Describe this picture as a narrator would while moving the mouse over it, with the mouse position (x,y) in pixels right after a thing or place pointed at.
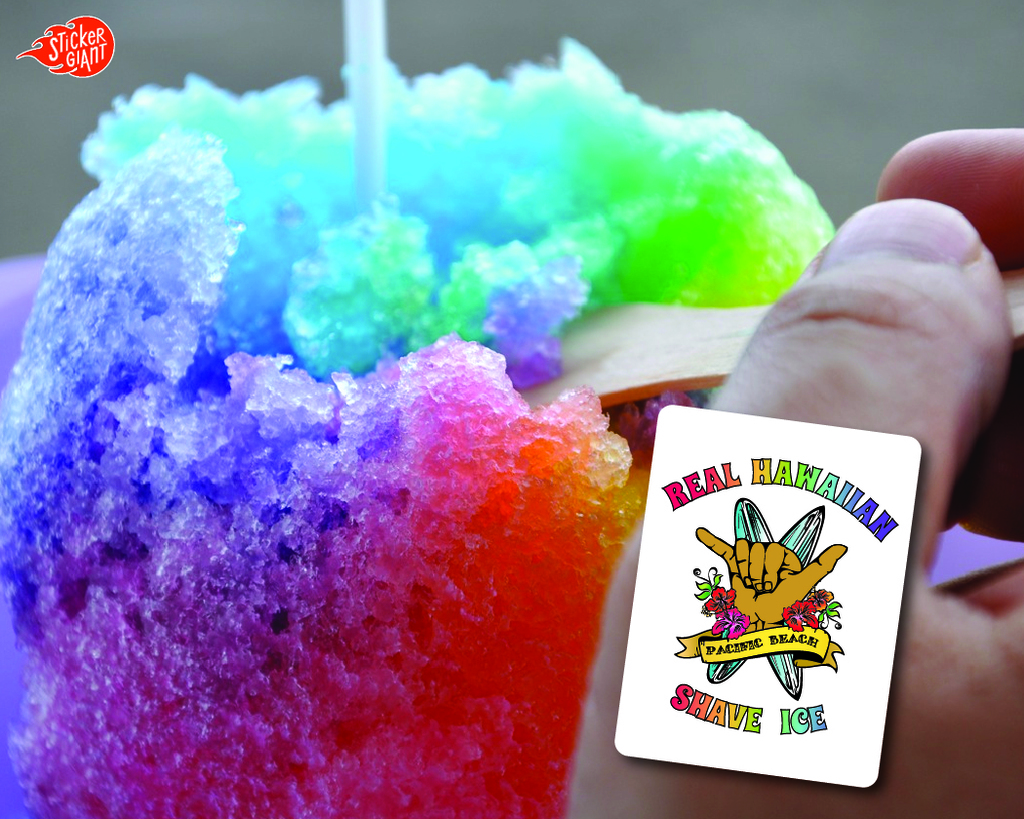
In this picture we can see a person (727,398) is holding a wooden item (701,346) and some colorful food item (269,437). On the image there are watermarks (737,661).
